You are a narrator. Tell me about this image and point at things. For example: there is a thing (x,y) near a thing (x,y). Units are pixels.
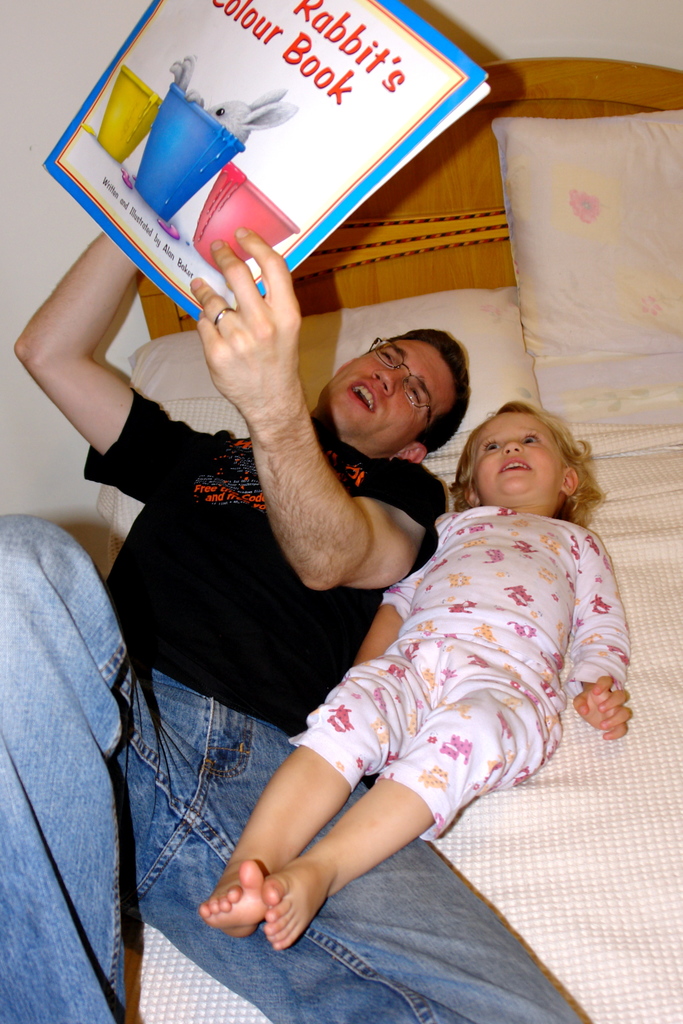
In this image, I can see the man (188,813) and a girl (454,766) laying on a bed (623,752). This man (246,280) is holding a book (149,236) in his hands (287,281). These are the pillows (493,303). In the background (39,219), I think this is a wall (80,58). I can see a bed (648,809), which is covered with a bed sheet (637,853).
